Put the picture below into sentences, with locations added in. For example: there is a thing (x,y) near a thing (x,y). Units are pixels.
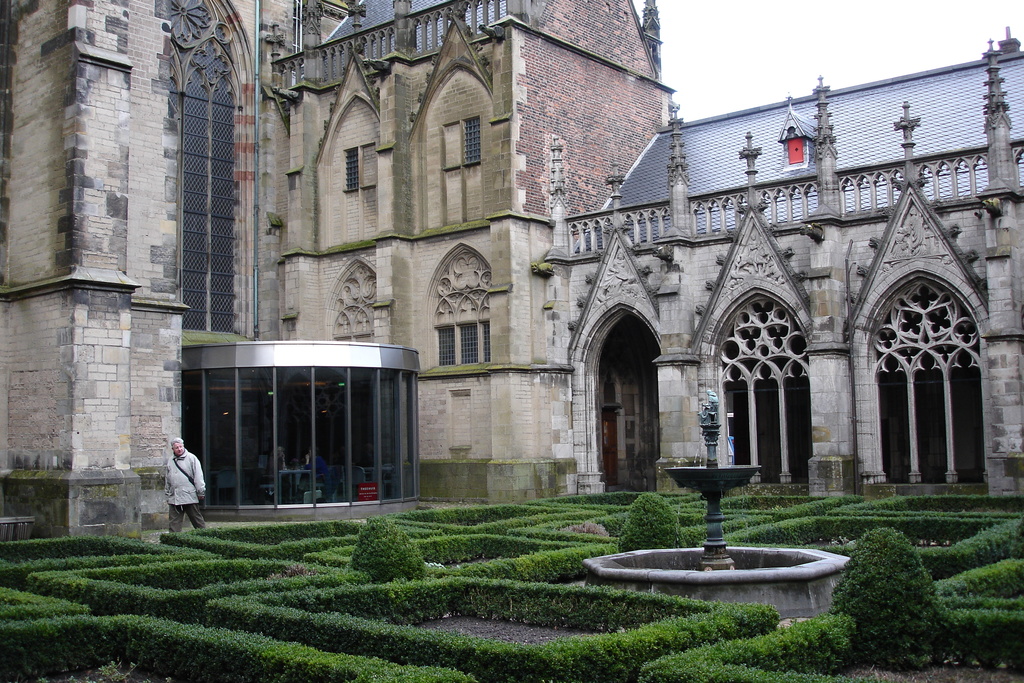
There are bushes (389,560). In the center of that there is a fountain (687,481) with wall (751,564). In the back (182,495) there is a person (193,476). Also there is a building (288,227) with windows (450,281), railings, pillars (401,258) and arches (728,380). In the background (846,60) there is sky (808,69).
